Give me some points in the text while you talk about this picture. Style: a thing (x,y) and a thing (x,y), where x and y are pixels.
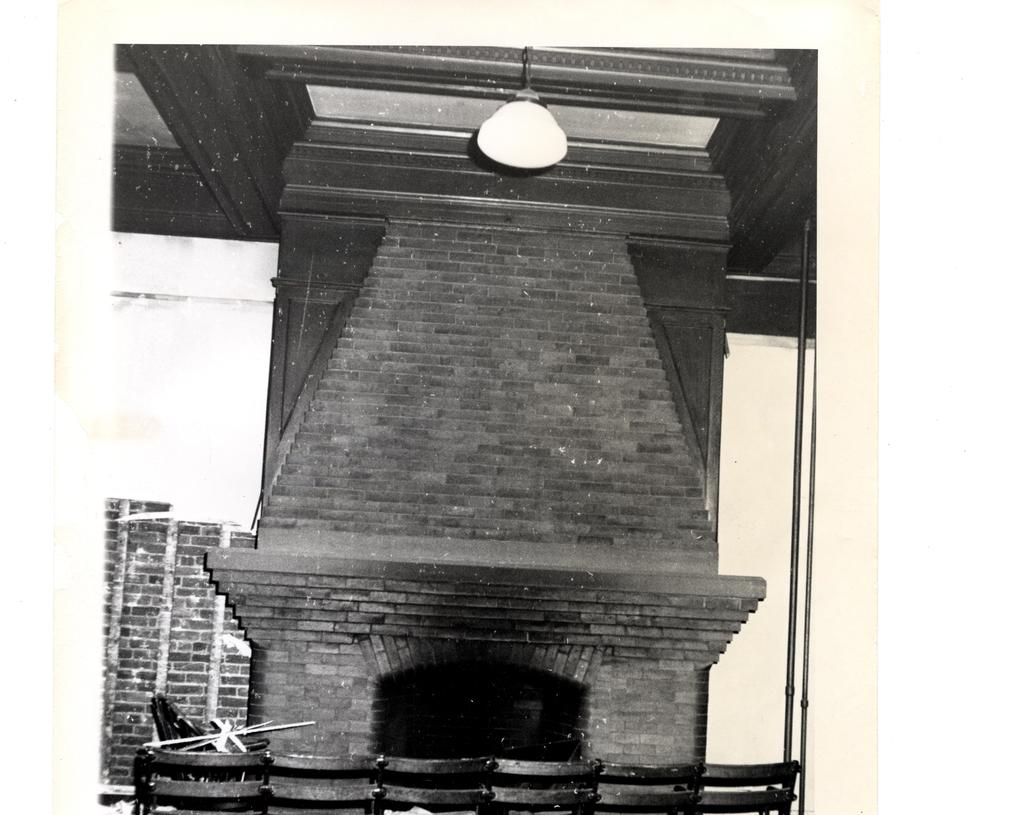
In this image, we can see a wall (392,535) and there are some chairs (375,811), at the top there is a light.
